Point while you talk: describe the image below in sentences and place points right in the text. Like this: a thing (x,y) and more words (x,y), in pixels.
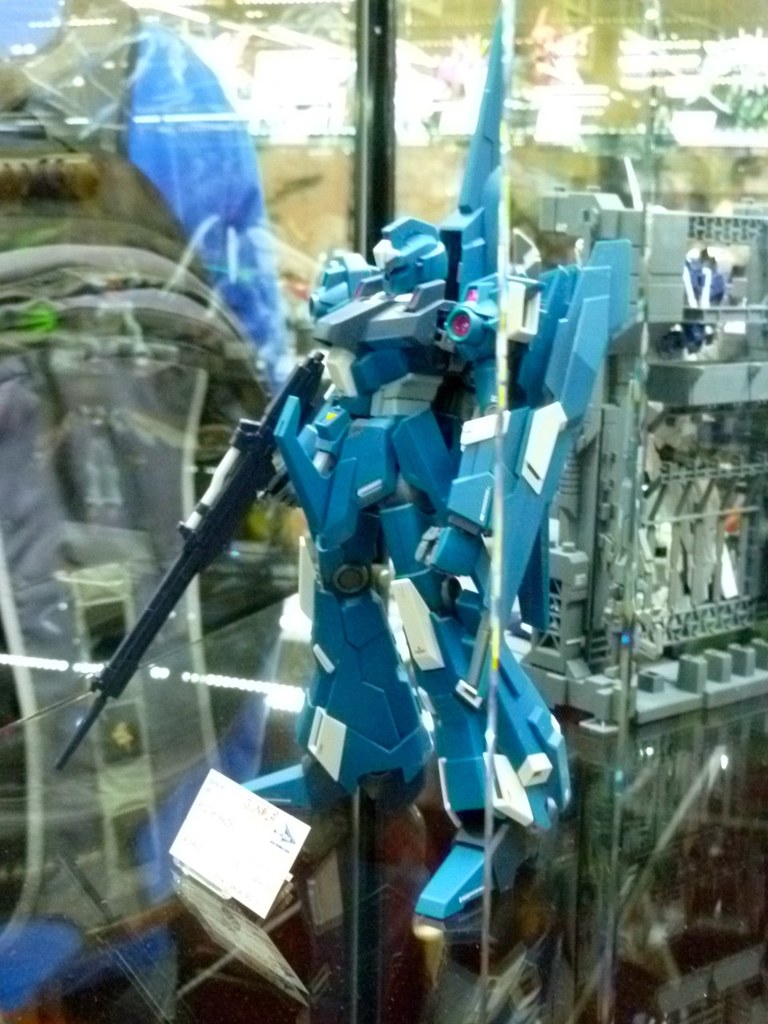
In this image we can see a robot (380,528). In the background (255,67) we can see the glass window (319,181) and through the glass window (98,60) we can see some person (166,181) wearing the bag (132,328). We can also see some other objects (622,375).
